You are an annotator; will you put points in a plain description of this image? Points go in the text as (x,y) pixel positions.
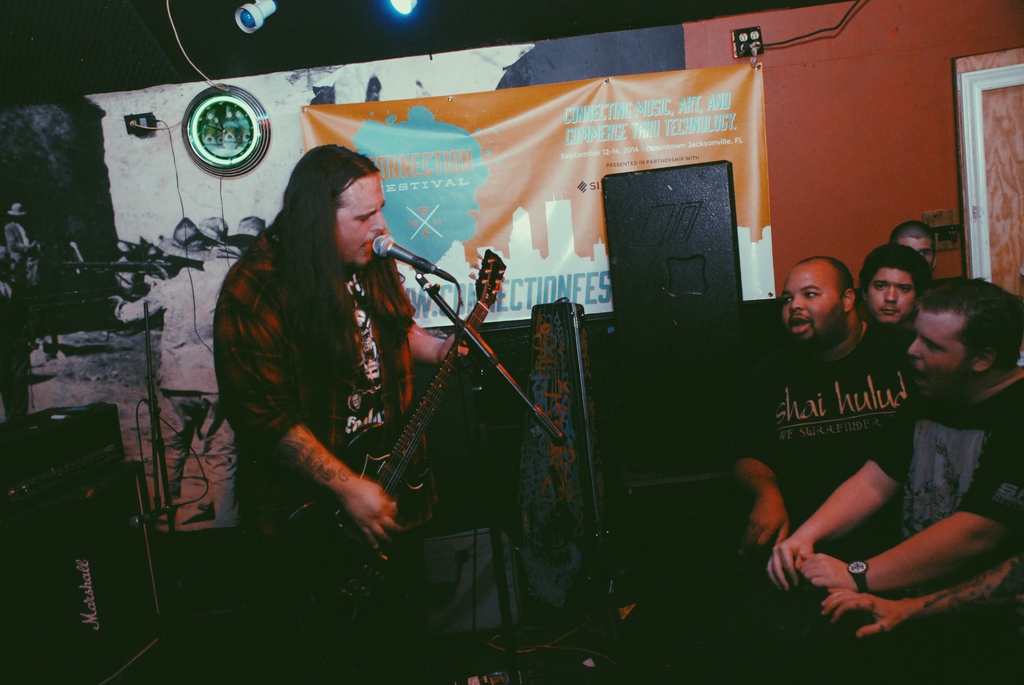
In this image, There are some people (916,406) in the right side (846,363) standing and there is a speaker (720,242) of black color, in the left side of the image (329,324) there is a microphone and a man (340,310) standing and holding a music instrument (432,387) he is singing a song, in the background (814,173) there is a orange color wall (860,135) and there is a circular object (234,137).
